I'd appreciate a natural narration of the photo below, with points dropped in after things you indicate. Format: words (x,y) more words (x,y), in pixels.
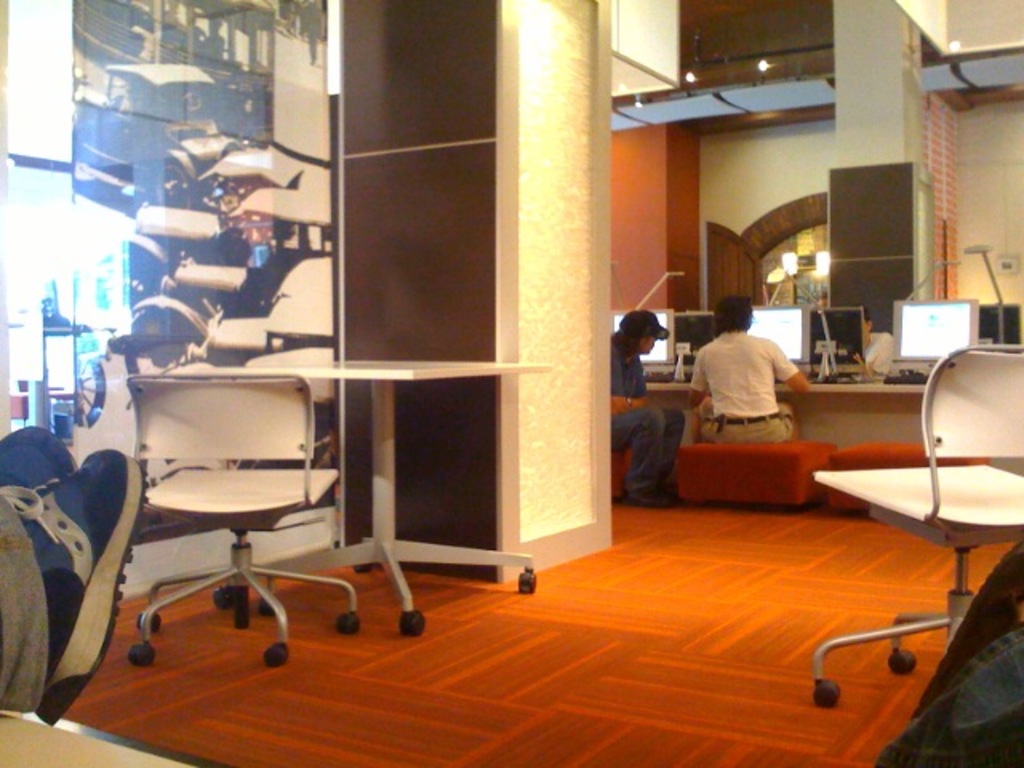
The picture is taken in a closed room (512,341) where two people (653,446) are sitting on the sofa (768,478) and in front of them there is a table (880,383) and there are monitors (835,359) on it and behind them there is a pillar (515,231) and empty table (460,370) and a chair (231,431). Beside them there is a wall (264,262).
